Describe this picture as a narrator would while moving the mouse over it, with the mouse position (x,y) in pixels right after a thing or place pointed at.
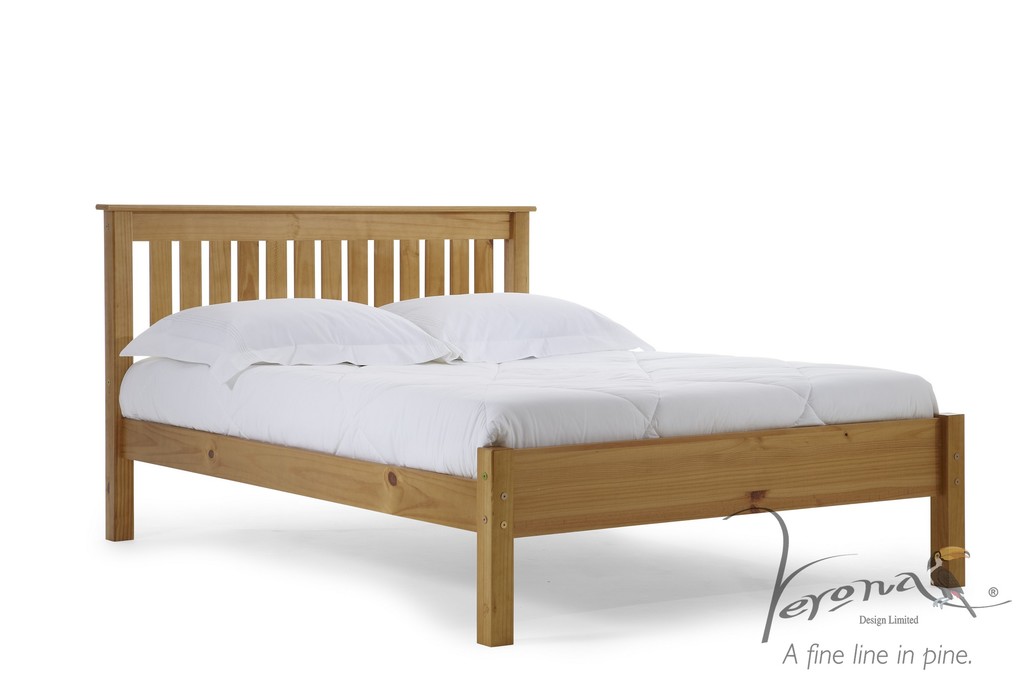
In this image we can see wooden a bed (276,474) with white color pillows (383,328) and mattress (583,397). We can see watermark (857,594) in the right bottom of the image (915,611).
